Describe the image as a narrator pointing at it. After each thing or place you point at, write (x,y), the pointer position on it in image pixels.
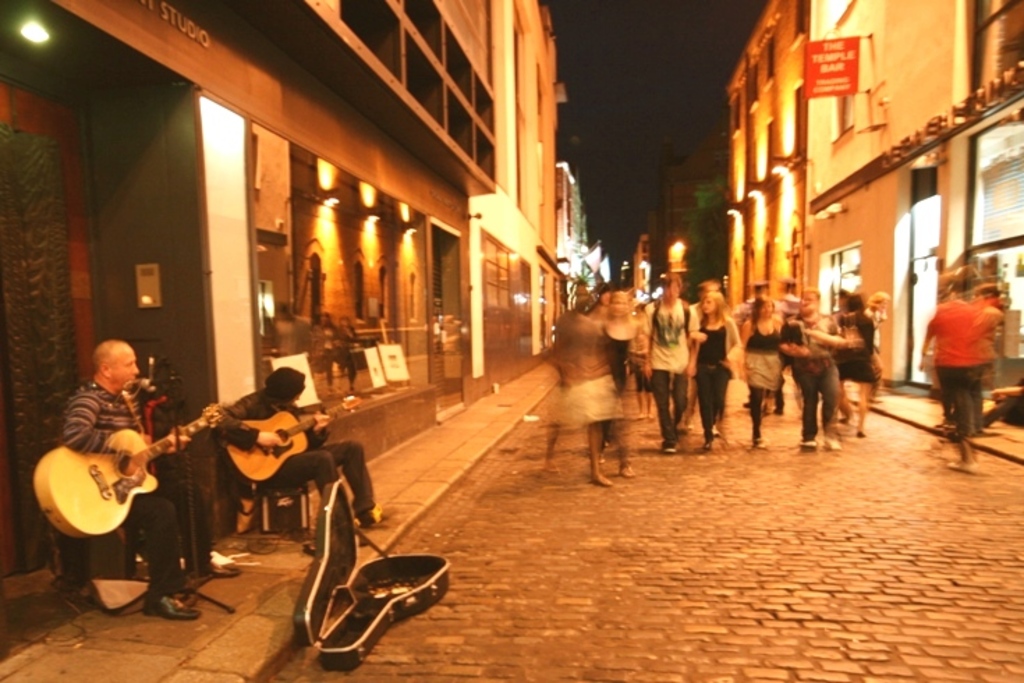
There are group of people (565,397) walking on the street (691,470). Here are two people (240,407) sitting and playing guitar (278,466). This is a guitar box (351,604) which is black in color. These are the buildings (534,64). I can see a red color banner (844,69) hanging to the hanger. At background (721,221) i can see a tree (699,229).
